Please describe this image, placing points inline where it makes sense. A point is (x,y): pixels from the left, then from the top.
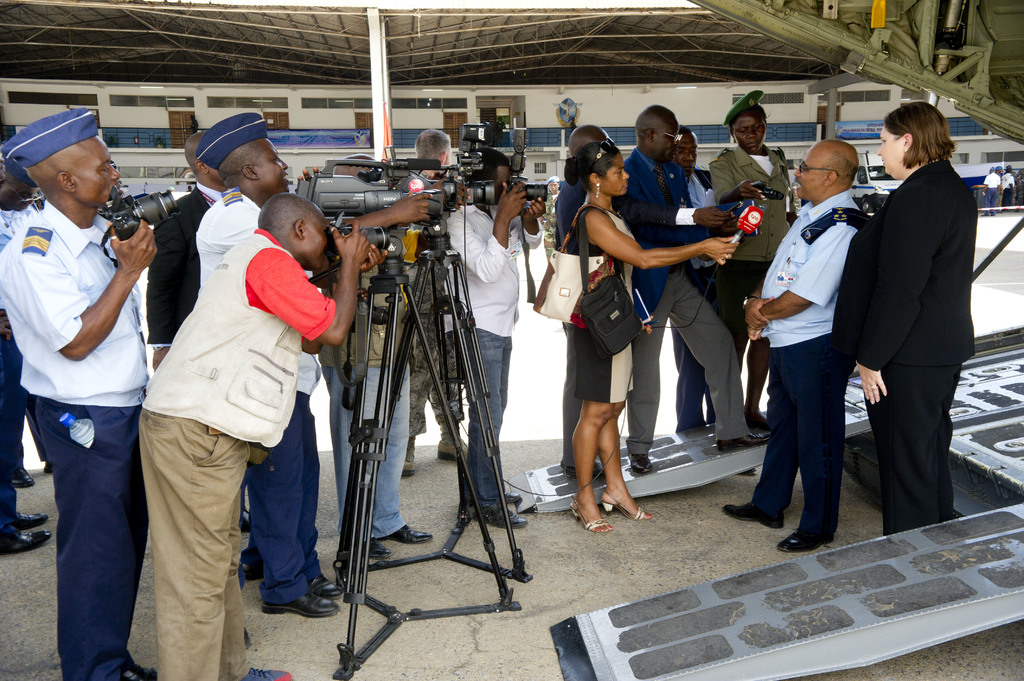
On the right side of the image (822,505) we can see a man (811,408) and a lady (897,309) standing, before them there are people (622,240) standing and holding mics (744,219) and cameras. In the background (237,108) there is a shed (459,39). At the bottom (616,642) there are stands (465,461) and an object (842,577).
